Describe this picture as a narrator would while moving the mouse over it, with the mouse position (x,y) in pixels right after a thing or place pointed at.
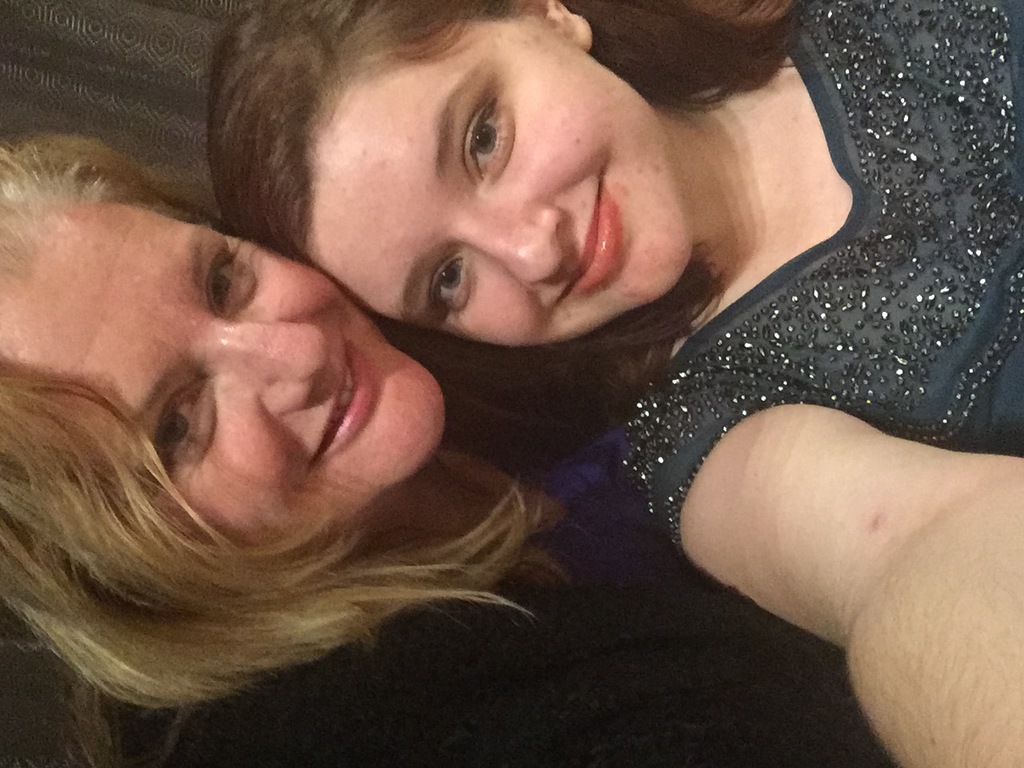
In the picture I can see two women (370,401). These two women (218,212) are smiling.
